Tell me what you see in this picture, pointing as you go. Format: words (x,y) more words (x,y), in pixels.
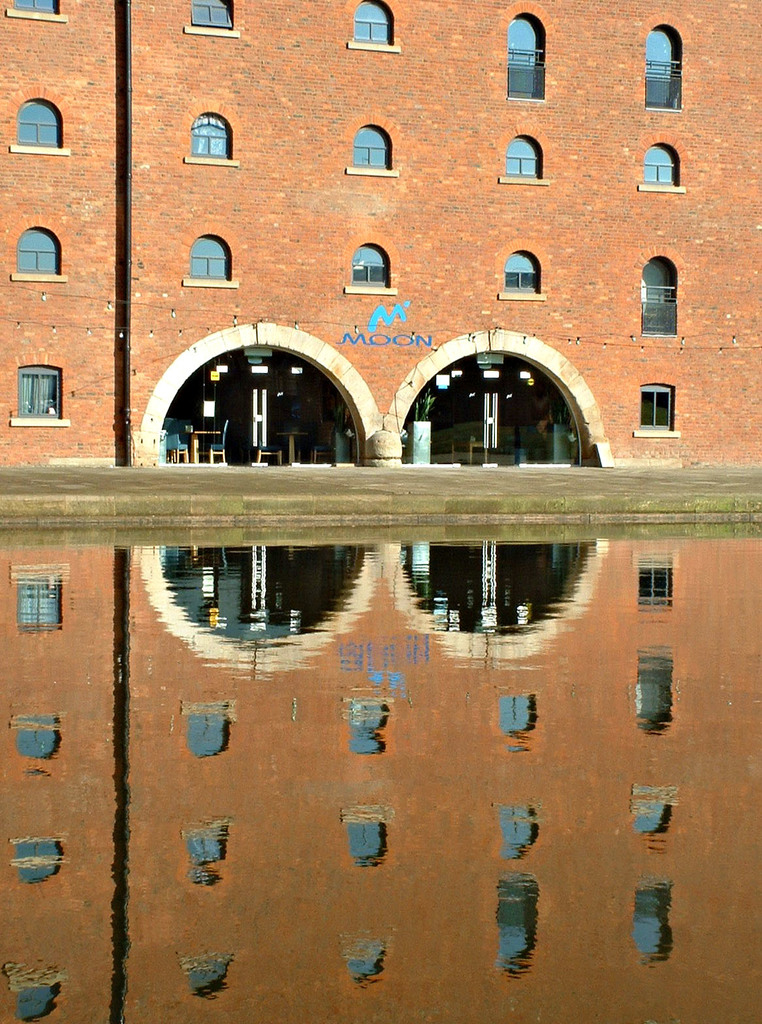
In this picture we can see a building (106,213) with a name board (398,313). Inside the building (230,450), there are chairs (210,446), tables (195,449) and some objects (298,370). In front of the building (262,203), there is a walkway (316,492) and water (323,703). On the water (280,699), we can see the reflection (310,884) of a building (471,222).
